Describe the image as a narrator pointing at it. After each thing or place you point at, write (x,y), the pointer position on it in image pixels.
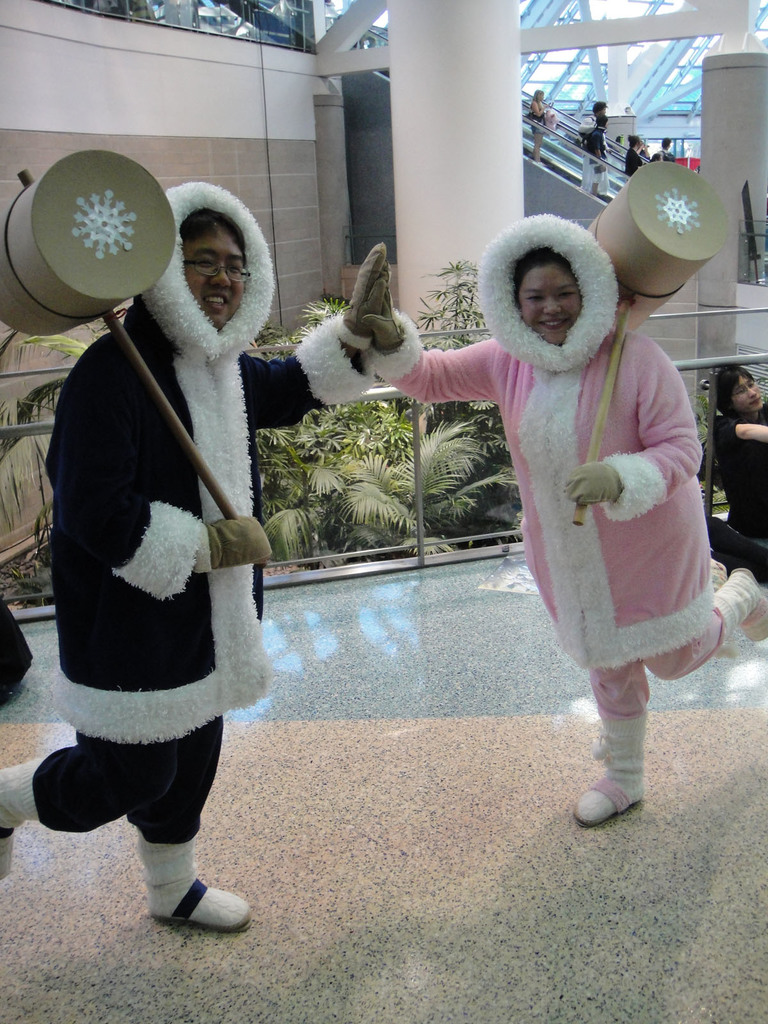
In this image there are two persons (622,510) wearing costumes (123,654) and holding hammers (612,367) in their hands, in the background (466,445) there is a fencing (697,360), trees (456,413), pillar (463,50) and a wall (56,99).
